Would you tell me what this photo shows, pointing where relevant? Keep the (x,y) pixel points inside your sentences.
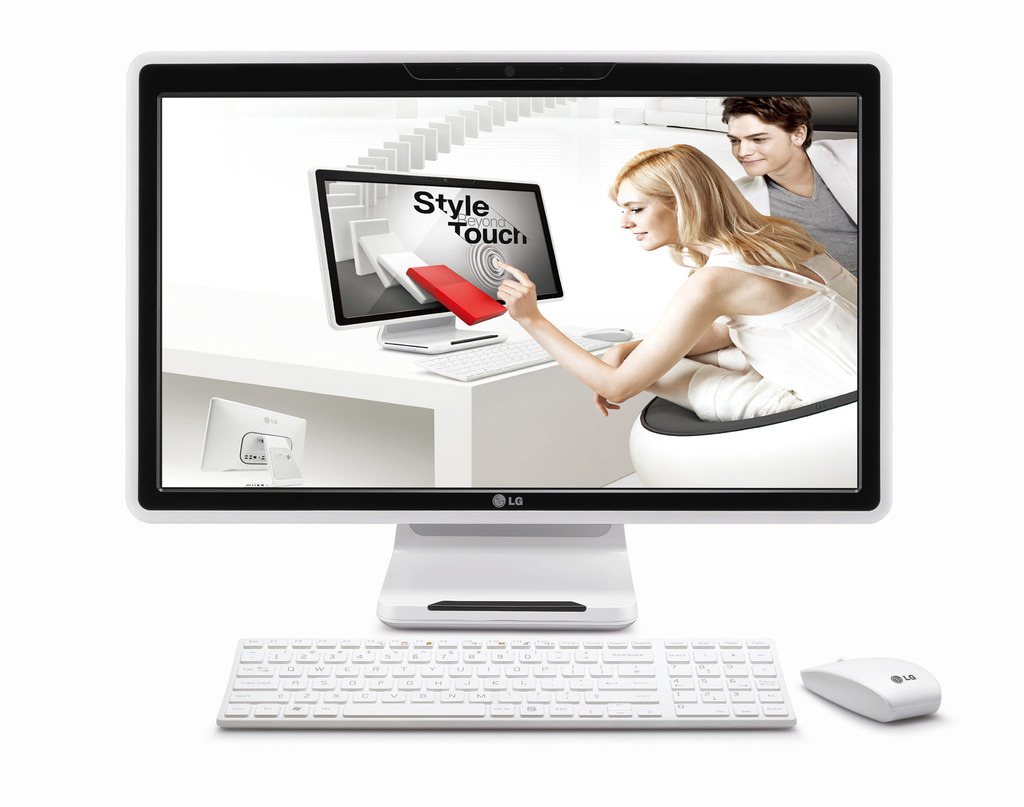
In this picture there is a desktop (583,413) which displays a picture (613,337) on it and there is a keyboard (566,669) and mouse (848,659) in front of it.
